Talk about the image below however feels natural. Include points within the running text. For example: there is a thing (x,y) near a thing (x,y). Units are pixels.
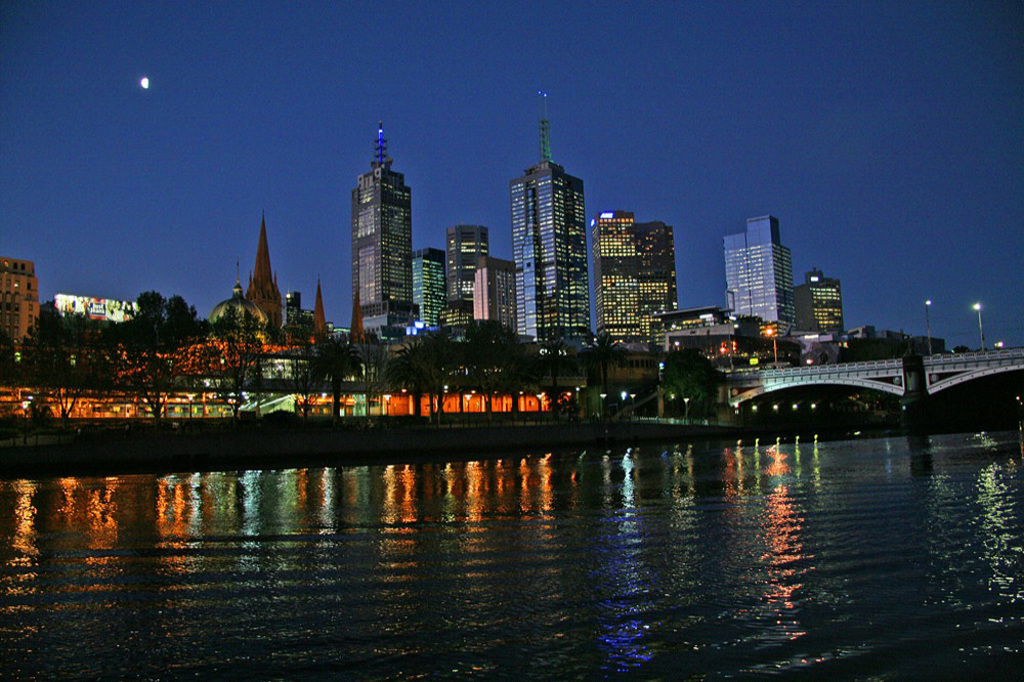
In this image there are buildings (289,306) and trees (165,345) and we can see a bridge (765,387). At the bottom (372,602) there is water (886,551). In the background (963,319) there are lights (928,349) and sky (756,131).
